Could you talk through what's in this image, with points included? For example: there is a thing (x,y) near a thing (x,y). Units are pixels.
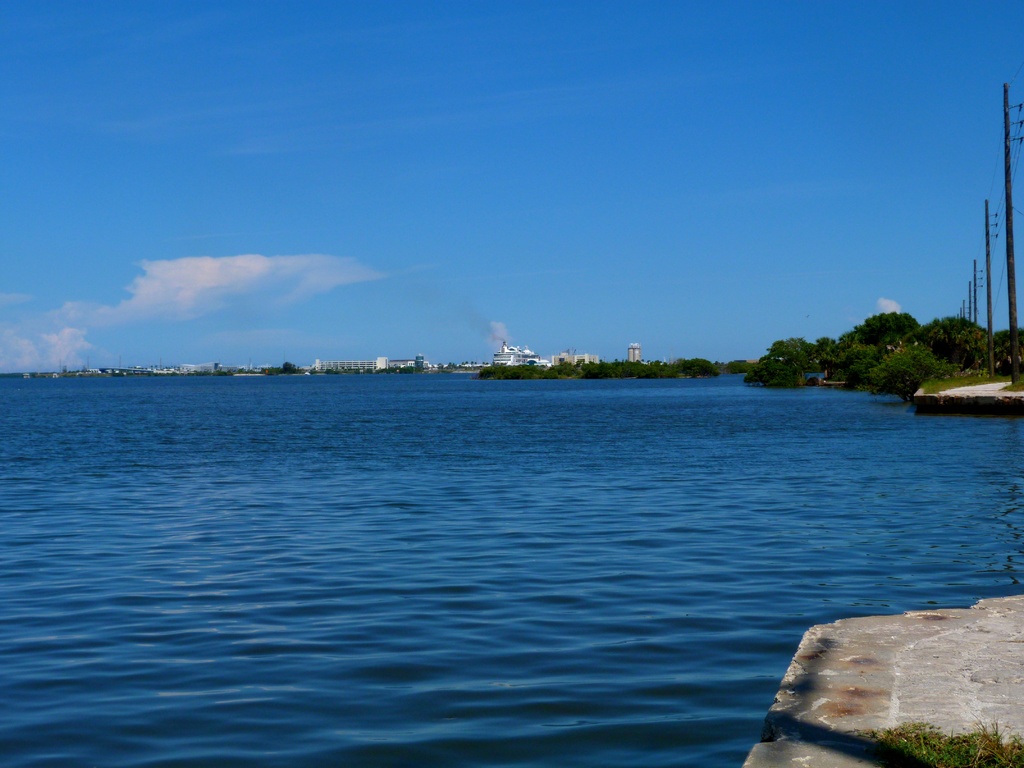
In this image I can see the ground (904,672), some grass (1023,753) and the water (373,531). In the background (915,367) I can see few trees (895,341), few black colored poles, few buildings (566,356) and the sky (431,221).
